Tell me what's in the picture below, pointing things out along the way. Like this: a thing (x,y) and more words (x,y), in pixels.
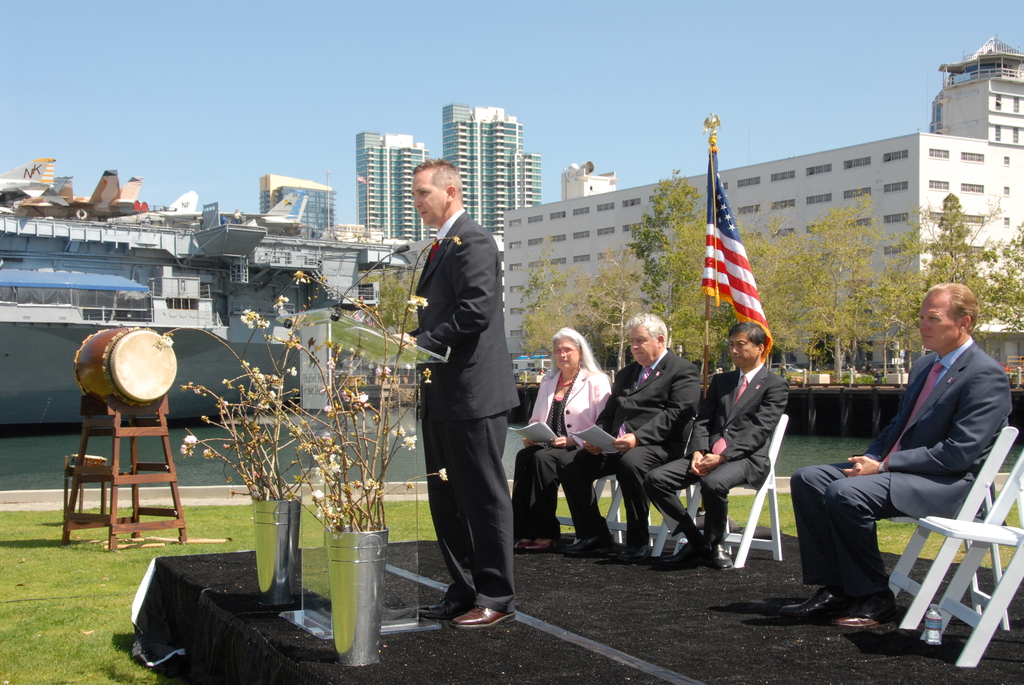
The picture is taken on the outdoor near the river (805,451) where people (830,500) are sitting on the chairs (919,541) and one person (507,512) is standing in front of the podium (396,358) and there are two flower plants (251,490) and behind them there is a flag (717,258) and trees (715,316) and there are big buildings (484,160) and one ship (331,280) is present on the sea (204,459) and there is sky (745,2) and at the left corner (68,498) there is one table (83,477) on that table (88,410) there is one drum (143,381) is placed.
